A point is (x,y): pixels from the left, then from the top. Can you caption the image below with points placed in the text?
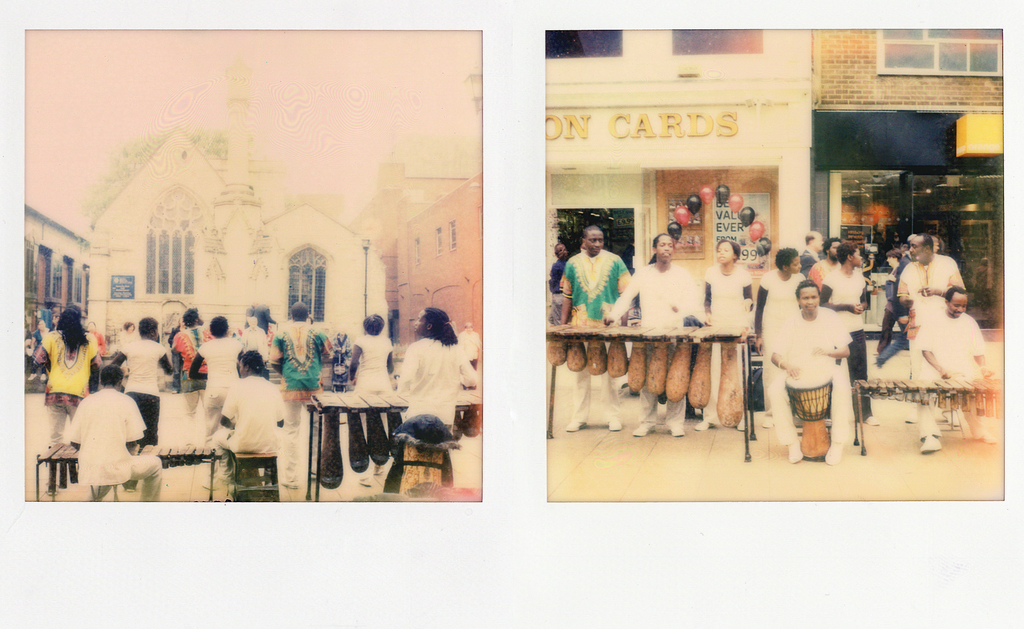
It is the photo collage, on the left side (129,425) few people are sitting, they wore white color t-shirts (234,441). In the middle (384,351) few people (185,359) are dancing and there is a building (167,256) in white color. On the right side (709,233) a group of people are standing, behind them there are balloons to the doors (702,245) and there are buildings (741,181).
